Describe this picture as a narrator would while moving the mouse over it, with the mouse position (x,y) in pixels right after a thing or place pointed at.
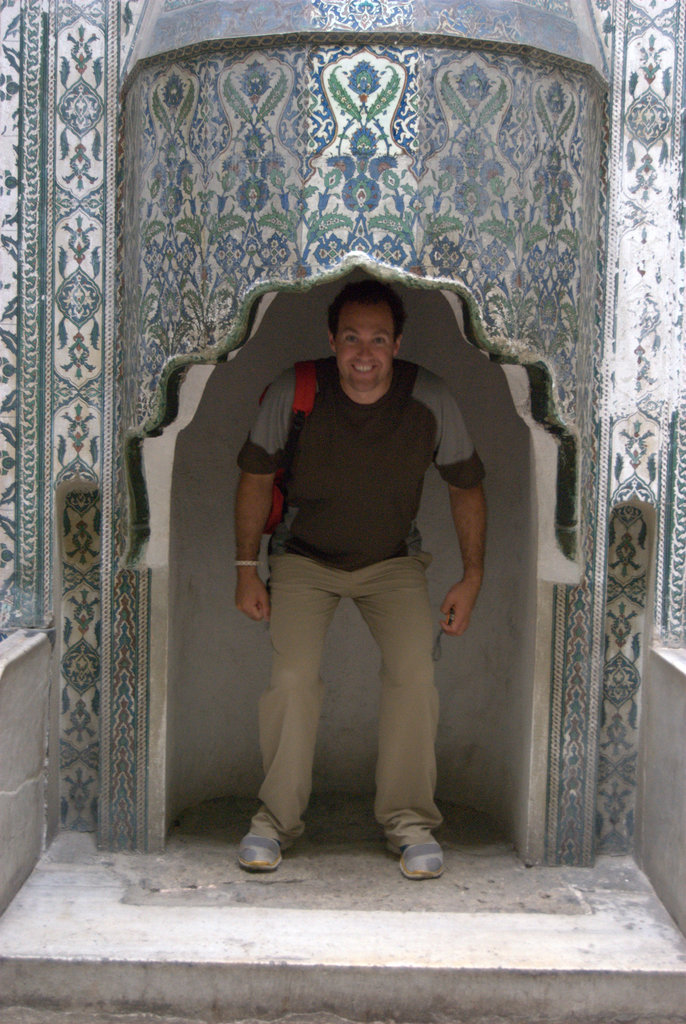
In the center of the image (339,441) a man (347,463) is standing and carrying a bag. At the top of the image (428,197) an arch (446,181) is present. At the bottom of the image (305,952) ground (325,961) is there.
